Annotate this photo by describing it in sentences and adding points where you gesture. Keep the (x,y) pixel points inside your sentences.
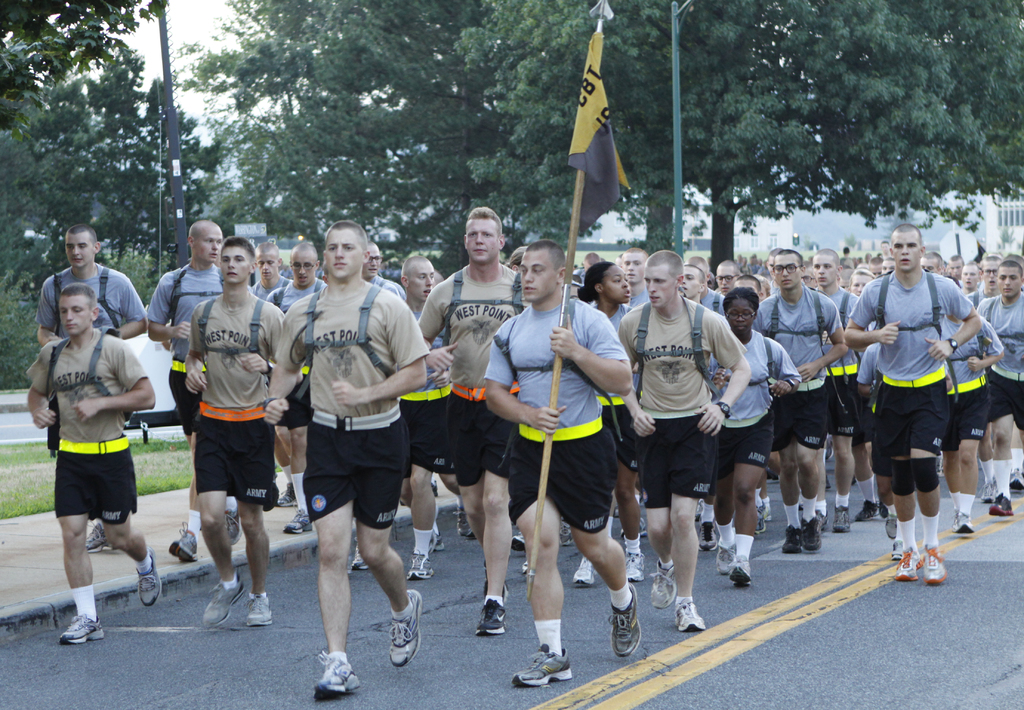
In this picture I can see there are a group of people (305,445) jogging and the person (535,501) at the center (571,297) is holding a flag (596,208) and in the backdrop (328,104) there is a building (759,222) and there are trees (753,210).
